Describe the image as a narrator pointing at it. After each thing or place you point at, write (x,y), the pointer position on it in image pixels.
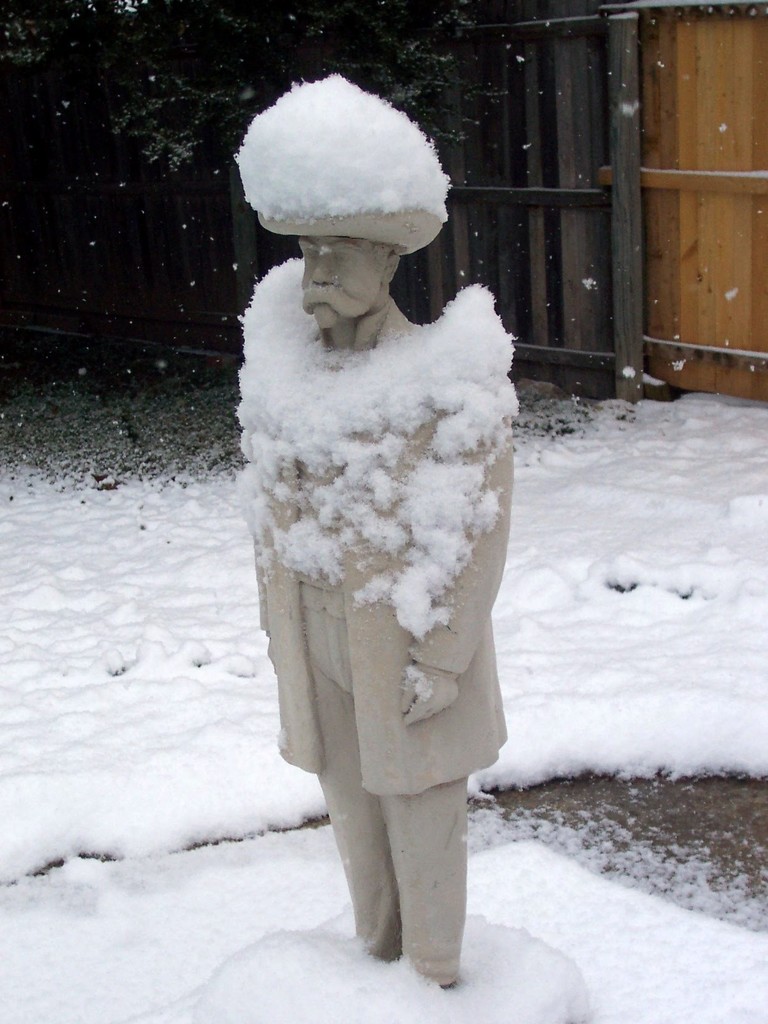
In this picture I can see a sculpture (442,395) and I see the snow (235,560) on the ground (56,1010) and on the sculpture (376,304) and I see the fencing (527,53) in the background (239,188).
